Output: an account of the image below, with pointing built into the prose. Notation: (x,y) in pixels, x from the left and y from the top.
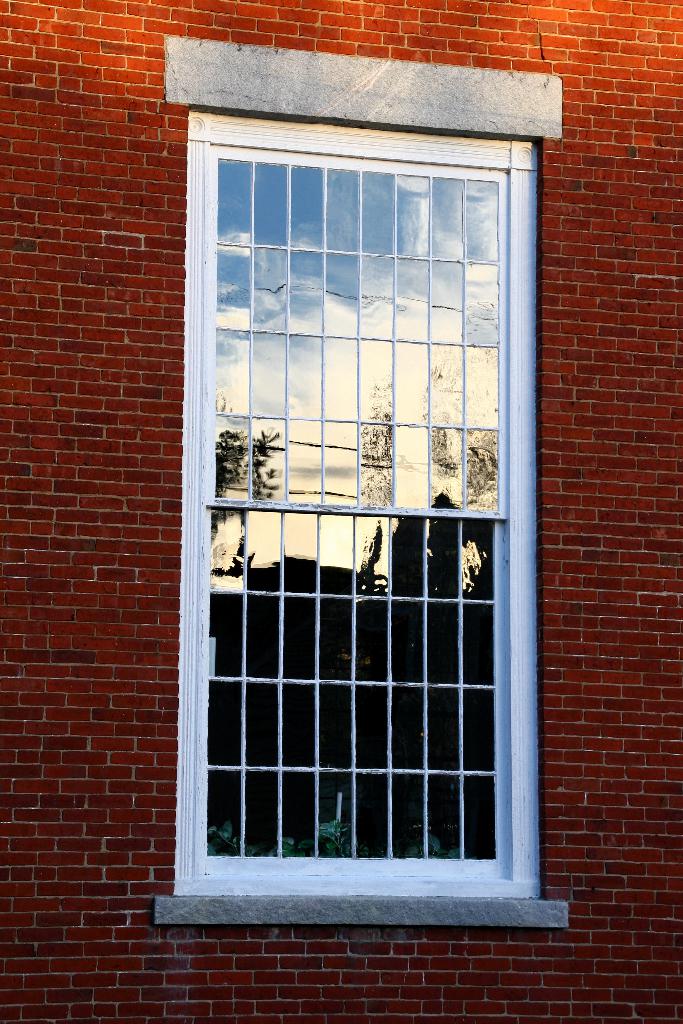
In the picture there is a brick wall (572,10) and there is a window (382,222) in between the wall (235,13).
